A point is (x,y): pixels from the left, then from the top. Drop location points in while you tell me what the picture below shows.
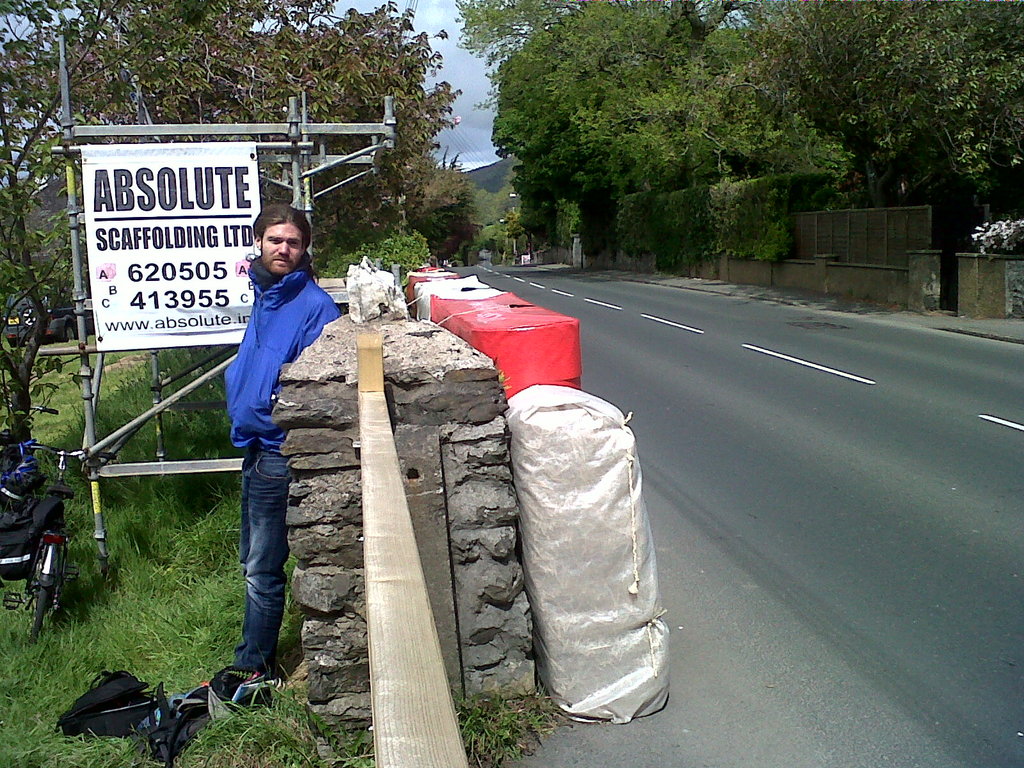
This picture shows few trees (597,80) and we see a man (297,219) standing. He wore a blue coat (266,349) and we see a bicycle (48,588) with couple of bags (16,534) hanging to it and a banner (198,330) to the stand (82,306) and we see few bags (502,304) on the side of the road (495,266) and a cloudy sky (451,42).
